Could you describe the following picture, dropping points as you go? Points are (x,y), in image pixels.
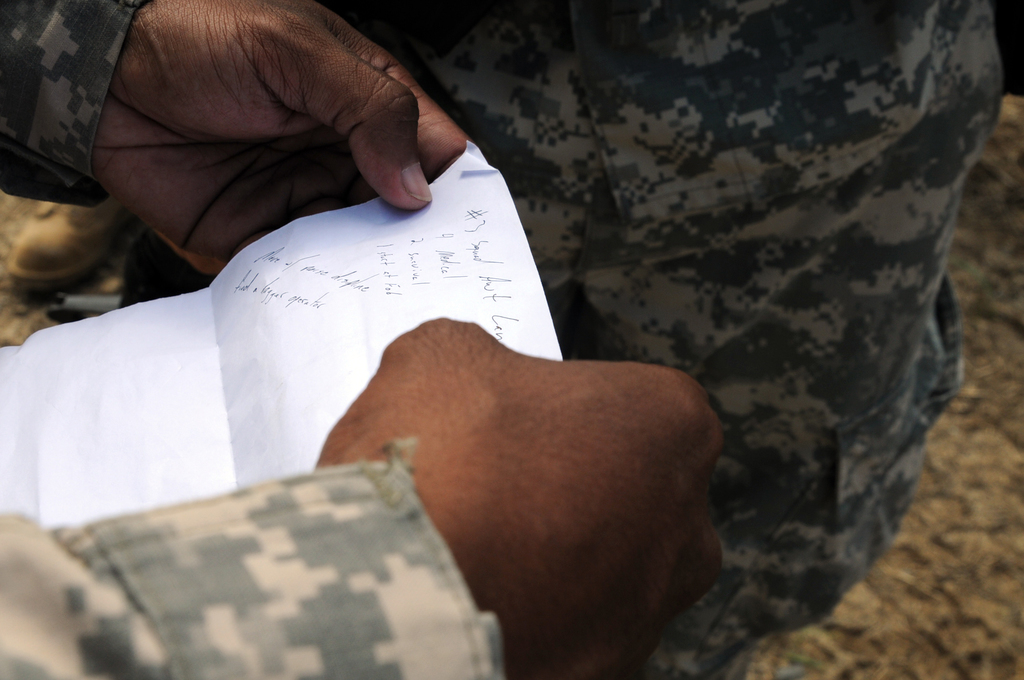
In this picture I can see the person's hand (599,622) who is holding a paper (358,346). Beside him there is another man (841,137) who is wearing shirt (797,83) and trouser (706,679). On the right (993,530) I can see the floor (993,530).
